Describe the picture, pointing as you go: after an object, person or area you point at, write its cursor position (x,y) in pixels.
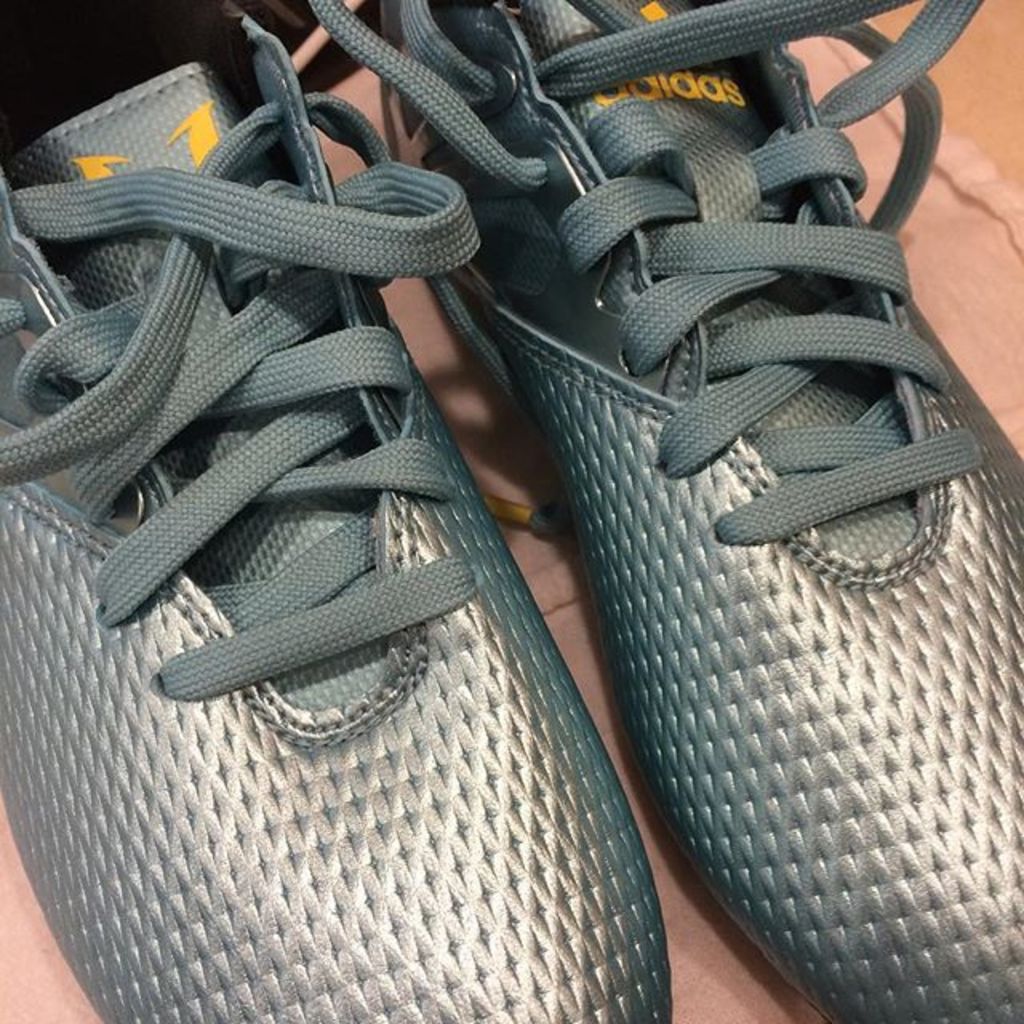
In this picture we can see shoes (653,433) with laces (325,598) are present on the floor (682,917).
